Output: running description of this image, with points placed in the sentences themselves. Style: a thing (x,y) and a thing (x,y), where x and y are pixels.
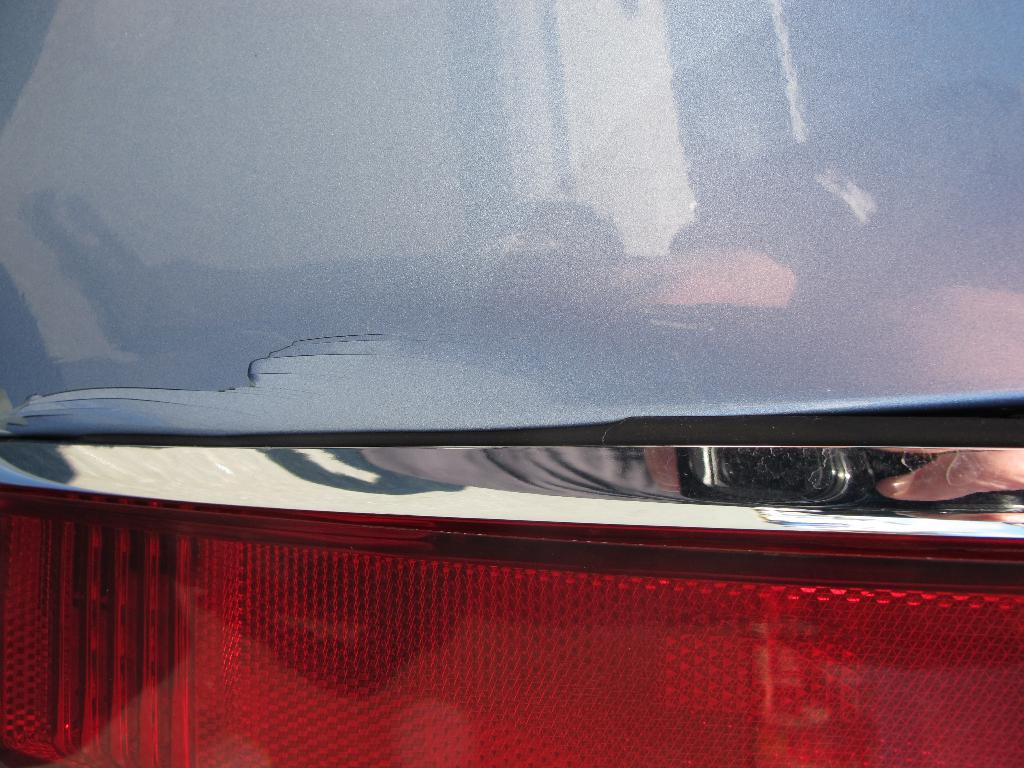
In this image we can see an object (572,263) which looks like a vehicle (373,314), at the bottom of the image (528,613) we can see the light (594,621), also we can see the reflection (897,490) of the fingers (927,483) of a person (944,475) on the vehicle (829,503).
